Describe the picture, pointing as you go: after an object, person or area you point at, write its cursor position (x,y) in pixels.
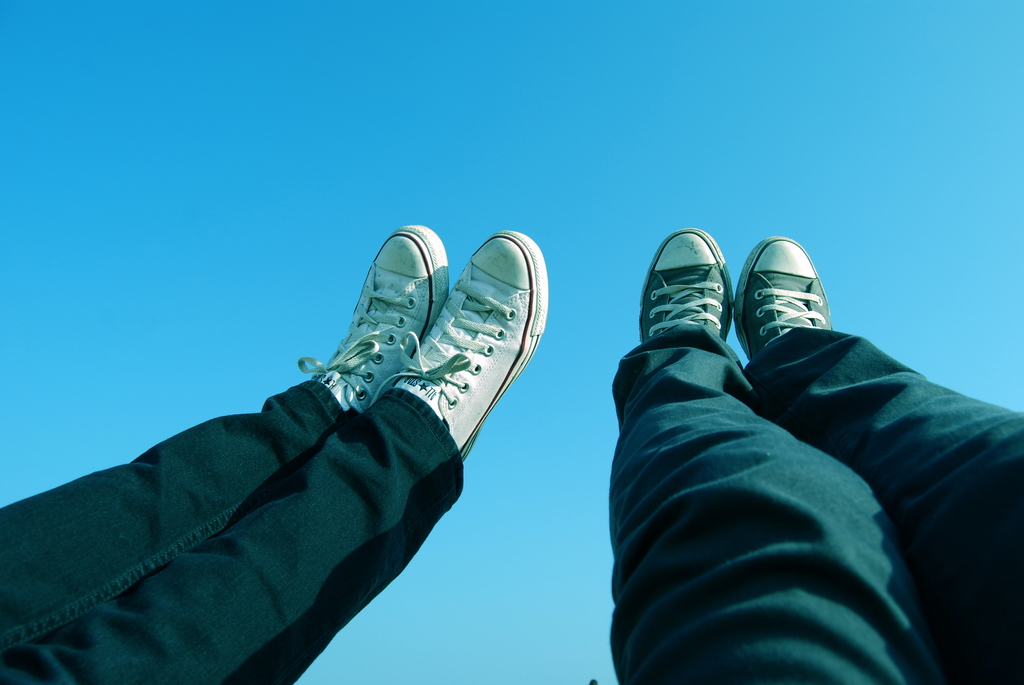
In this picture we can see legs (455,460) of two persons (455,460), they wore shoes (701,321), we can see the sky (650,95) in the background (631,98).
